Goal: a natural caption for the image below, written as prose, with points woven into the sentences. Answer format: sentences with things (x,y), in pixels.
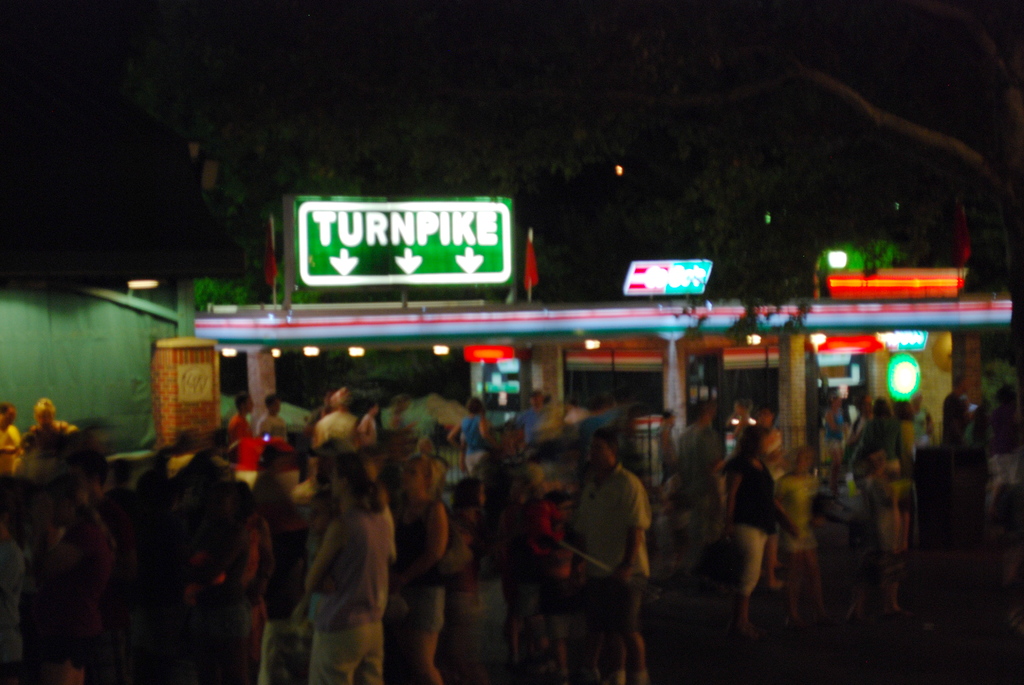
In this image I can see number of people (362,579) standing on the ground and in the background (197,414) I can see a tree (391,154), a green colored board (351,201) and a green colored wall (56,344), a pillar (162,405) which is made up of bricks (153,395), few lights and the store (564,369), and I can see the dark sky (71,92) in the background (87,135).
